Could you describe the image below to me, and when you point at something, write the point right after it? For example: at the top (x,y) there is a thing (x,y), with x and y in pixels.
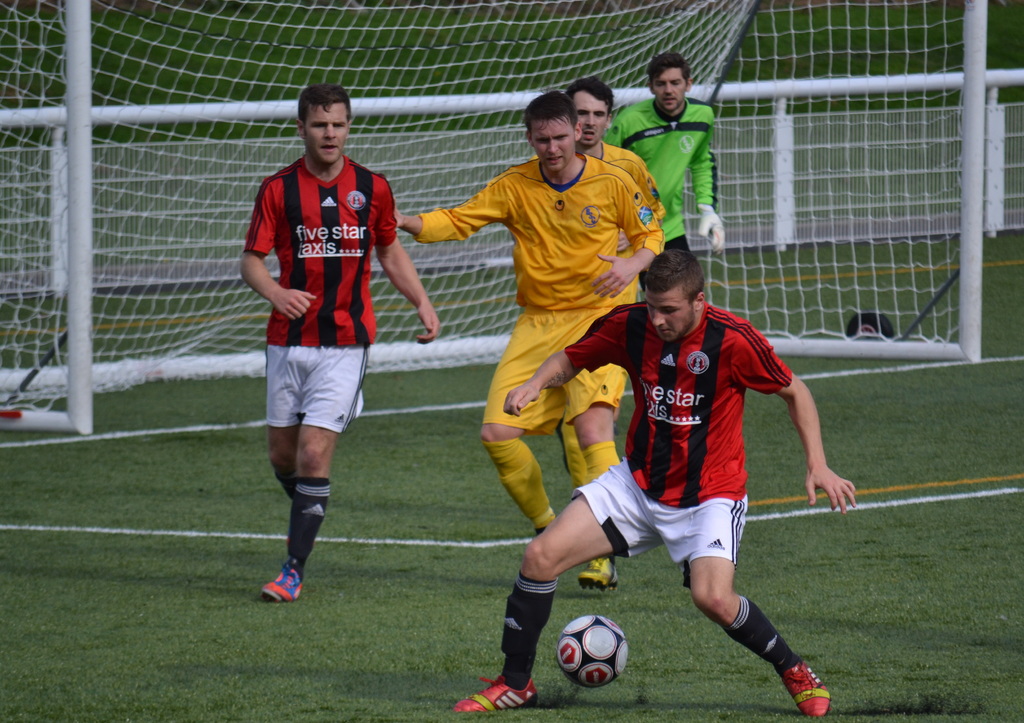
There are two teams (653,236) in the ground (549,633) playing a football with a ball (605,640). In the background (415,74) there is a goalkeeper (625,108) and a goal post (90,96) here.
